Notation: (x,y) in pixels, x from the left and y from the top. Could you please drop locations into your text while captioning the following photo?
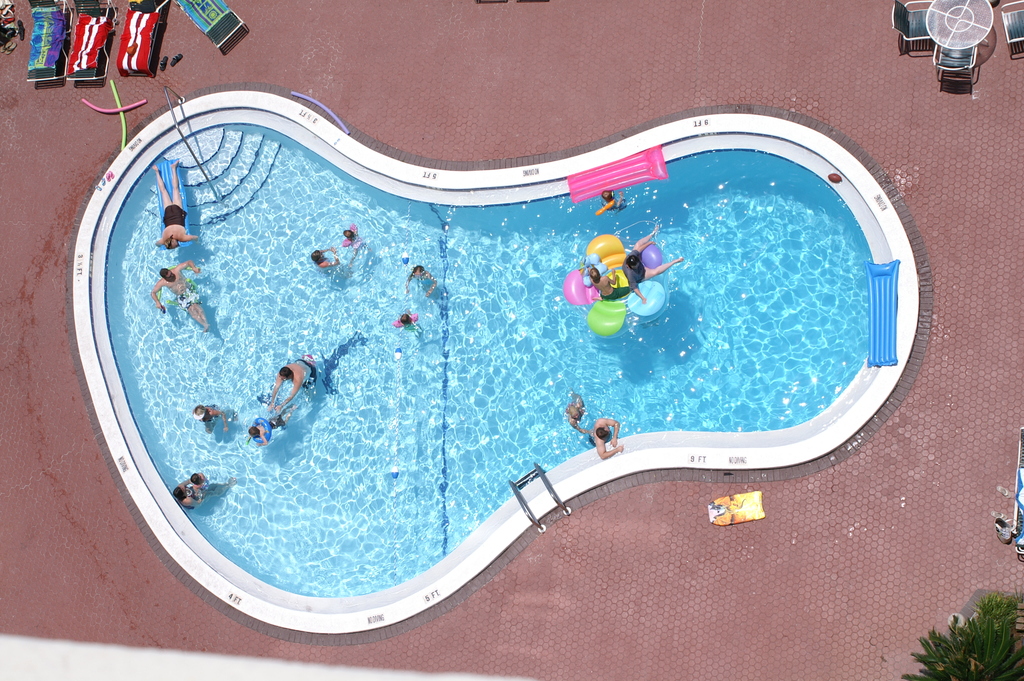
In this picture we can see the top view of a swimming pool (485,241) with blue water (400,361) and people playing inside it.
